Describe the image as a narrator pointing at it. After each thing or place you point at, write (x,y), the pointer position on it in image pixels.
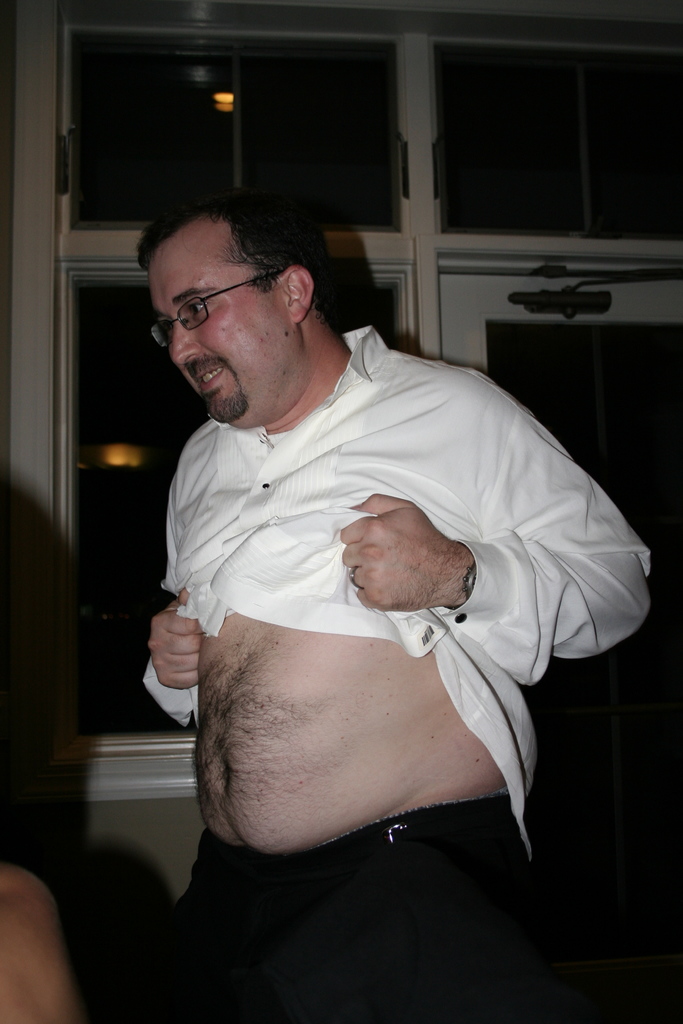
In this picture we can see a man (355,494), he wore spectacles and a white color shirt (343,513), in the background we can see few lights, in front of him we can find a person (2,920).
